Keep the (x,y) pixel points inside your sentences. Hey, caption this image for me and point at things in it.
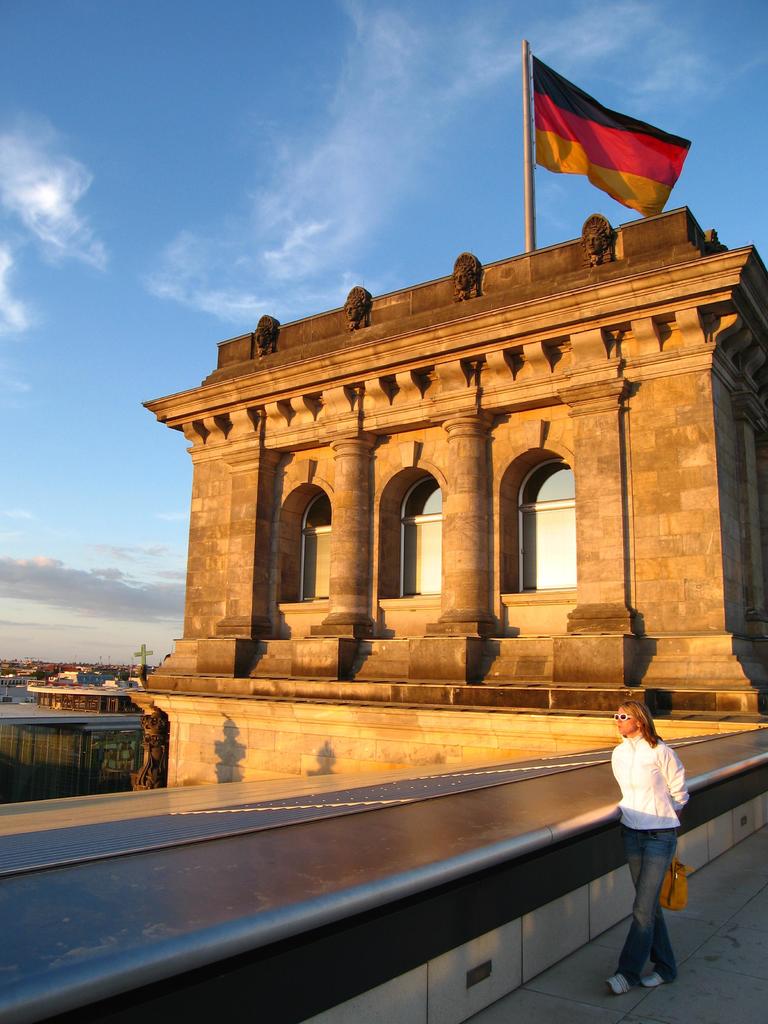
Right bottom of the image (649,806) a woman (627,851) holding a bag (683,872) is standing on the floor (699,903). Beside her there is wall (613,844). Behind there is a building (446,631) having a flag (548,138) on it. Left side (15,715) there are few buildings (85,670). Top of the image (241,232) there is sky (249,153) with some clouds (72,570).
